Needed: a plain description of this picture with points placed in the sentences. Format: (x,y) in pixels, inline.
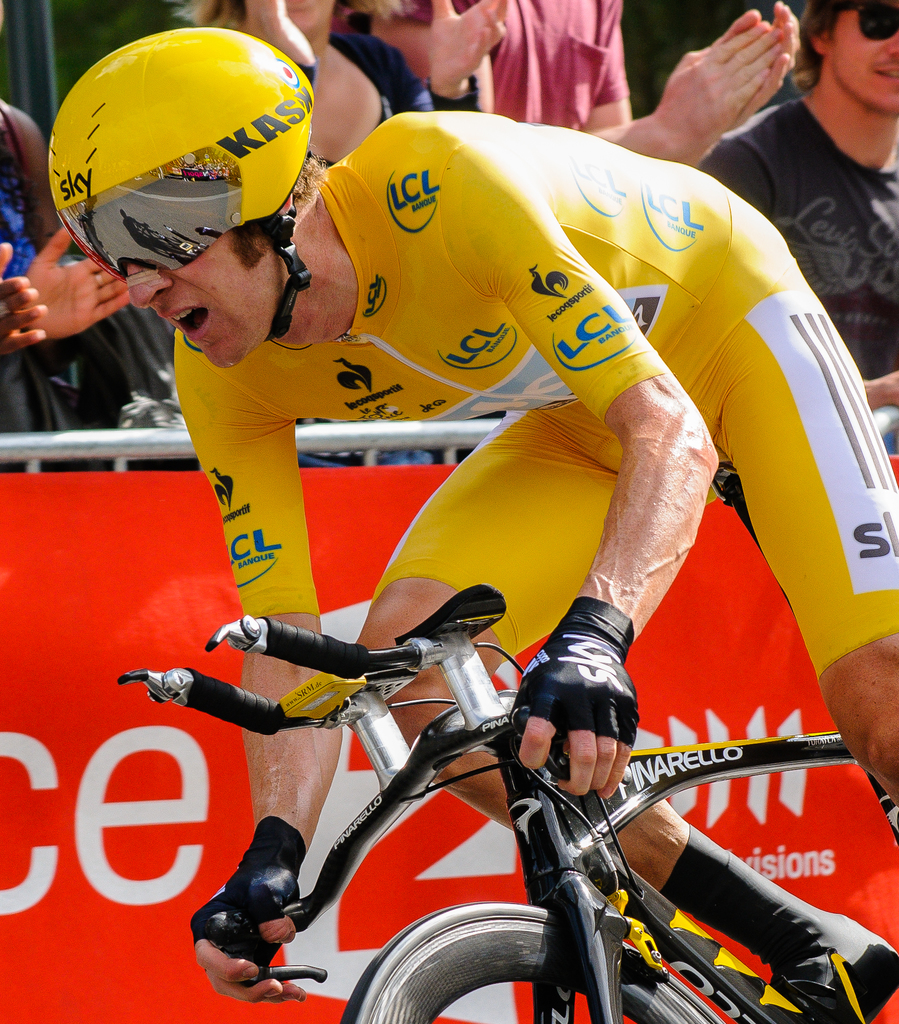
The man (522,419) riding the bicycle (466,621) is wearing yellow color t-shirt (518,261) and short (521,499). He is even wearing helmet (178,206) and gloves (260,892) for his hands (246,965). Beside him, we find a red color board (94,642) and behind this board (70,619), we find people (503,80) clapping their hands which means encouraging the man (489,534) riding bicycle (406,770). Next to them, we find a man (810,97) on the right corner (838,261) is wearing black color t-shirt (799,183) and he is wearing goggles (874,8).
